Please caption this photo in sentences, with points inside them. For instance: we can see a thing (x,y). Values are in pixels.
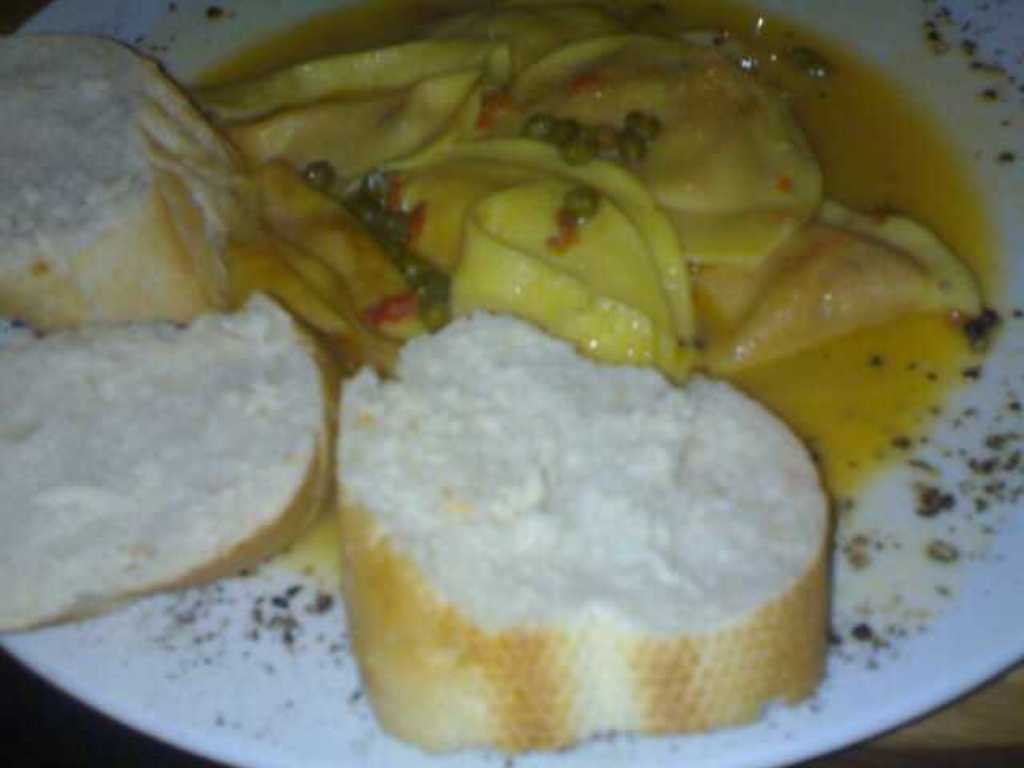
In this image in the center (450,460) there is one plate (1014,227), and in the plate (1003,219) there is some food (375,250).
